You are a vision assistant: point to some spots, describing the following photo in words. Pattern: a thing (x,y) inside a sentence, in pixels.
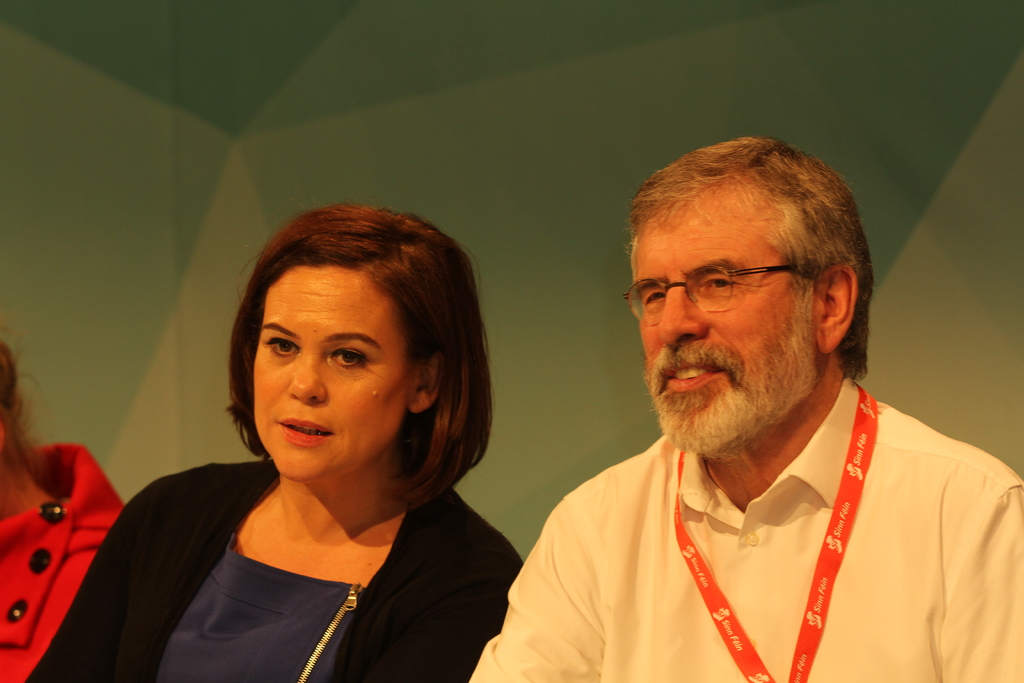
In this image in the middle (384,295) a beautiful woman (359,537) is there, she wore black color coat (408,625). On the right side (847,369) a man (812,425) is smiling, he wore white color shirt (871,541), spectacles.
